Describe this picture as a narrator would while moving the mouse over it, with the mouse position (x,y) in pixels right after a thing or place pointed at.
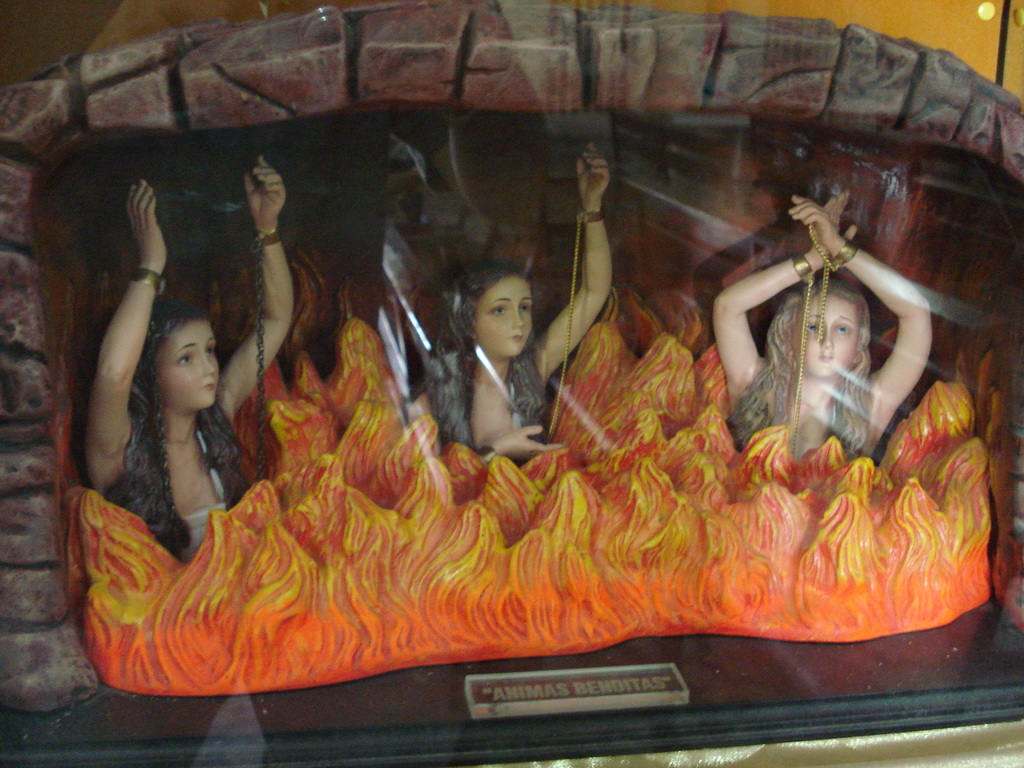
Here in this picture we can see a fire place (58,80) which is created with something and in that we can see three women dolls (163,376) and fire (744,464) present over there.
